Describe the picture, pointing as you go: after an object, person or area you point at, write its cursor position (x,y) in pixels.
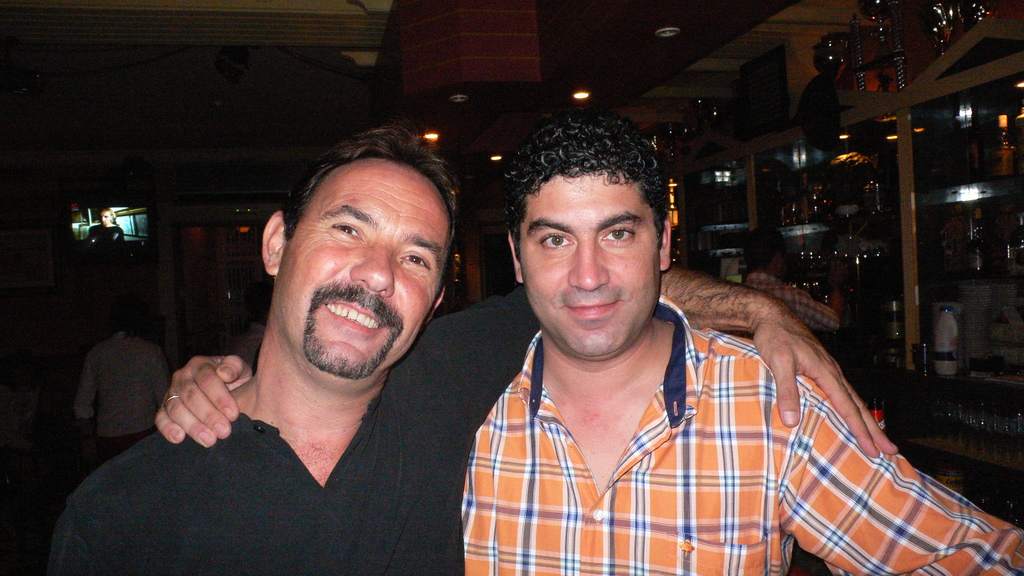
In this image we can see two men (328,468). One man (789,455) is wearing shirt (512,483) and the other one (201,452) is wearing black color T-shirt (276,496). In the background (180,237), we can see people (136,379), wall (63,284) and television (133,222). At the top of the image (579,81), we can see the roof (393,81). On the right side of the image (991,342), we can see glasses (964,422), racks (915,312), bottles (942,326) and some metal objects (936,38).
